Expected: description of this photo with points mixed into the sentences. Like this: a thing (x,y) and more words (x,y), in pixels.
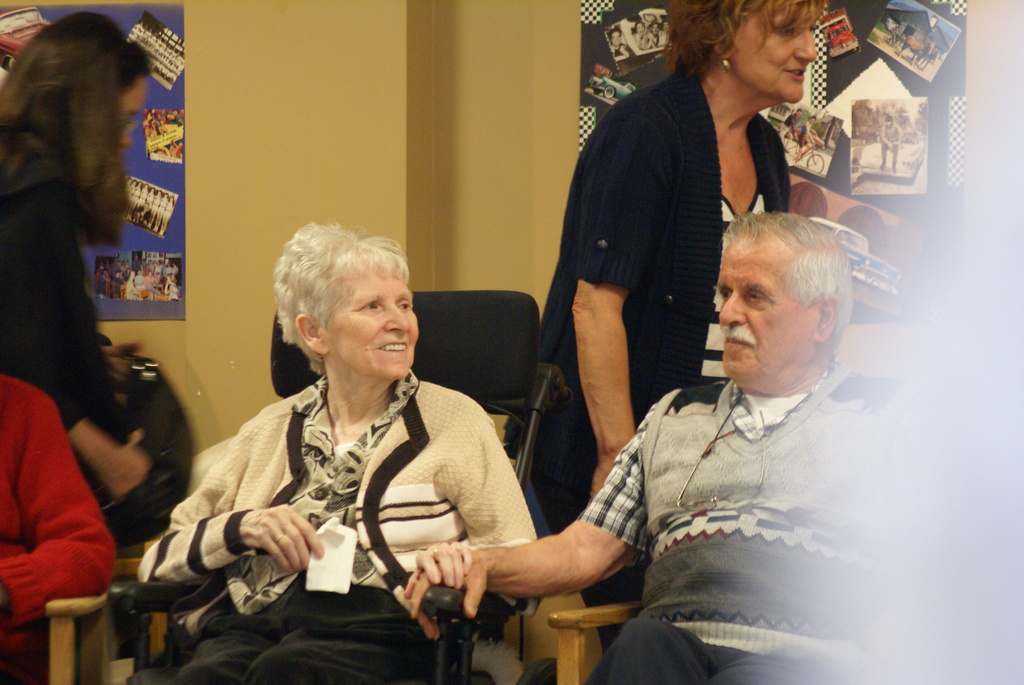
In this image there are three persons (281,552) sitting on chairs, in the background (69,306) there are two persons (620,215) standing and there is a wall (432,57) for that wall (406,40) there is a photo frames (862,145).
